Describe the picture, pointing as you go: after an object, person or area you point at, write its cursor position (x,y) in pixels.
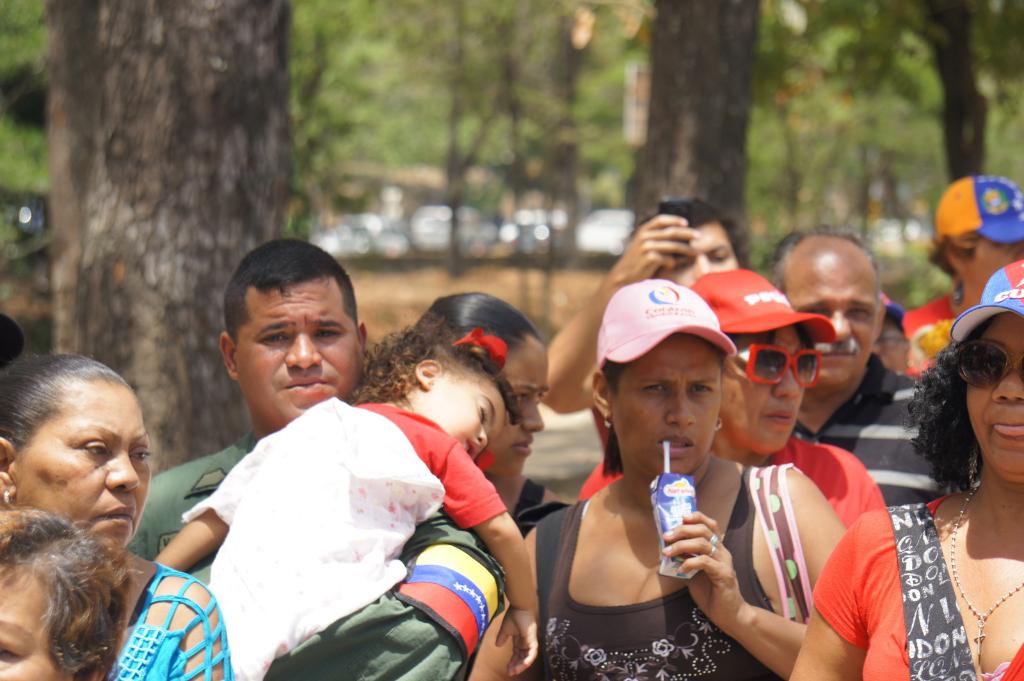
Here we can see few persons (570,371). In the background (331,252) we can see trees (777,126) and vehicles (347,246).
